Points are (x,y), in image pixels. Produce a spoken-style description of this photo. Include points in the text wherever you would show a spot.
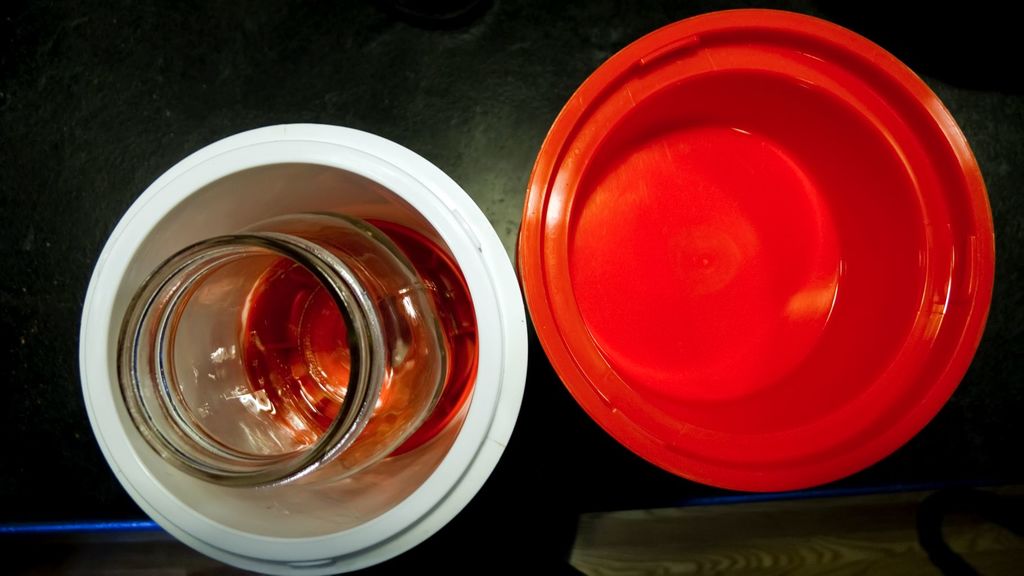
In this image, we can see bowls (643,225) and a jar (317,290) with liquid (277,276) and some other objects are placed on the table (523,482).
